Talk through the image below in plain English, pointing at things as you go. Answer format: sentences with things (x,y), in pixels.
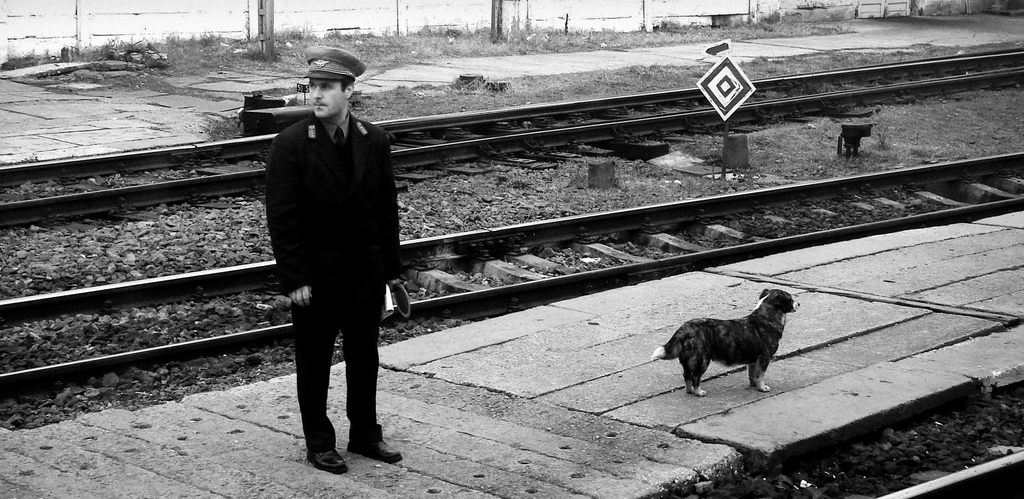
It is a black and white image. In this image, we can see a man (367,317) and dog (732,362) are on the walkway (623,336). Here we can see train tracks (548,247), board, pole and platform (747,55).
